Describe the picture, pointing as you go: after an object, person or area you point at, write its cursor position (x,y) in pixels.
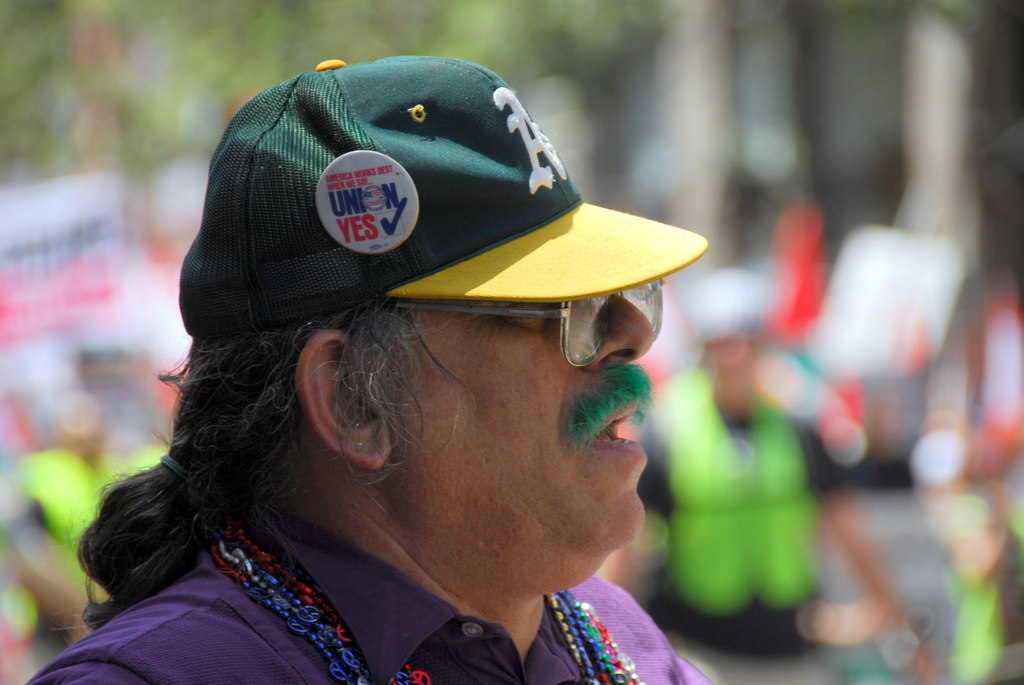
In this image, we can see a person (461,510) is wearing glasses (592,340) and cap (476,164). Background (989,332) there is a blur view. Here we can see few people (641,579).
